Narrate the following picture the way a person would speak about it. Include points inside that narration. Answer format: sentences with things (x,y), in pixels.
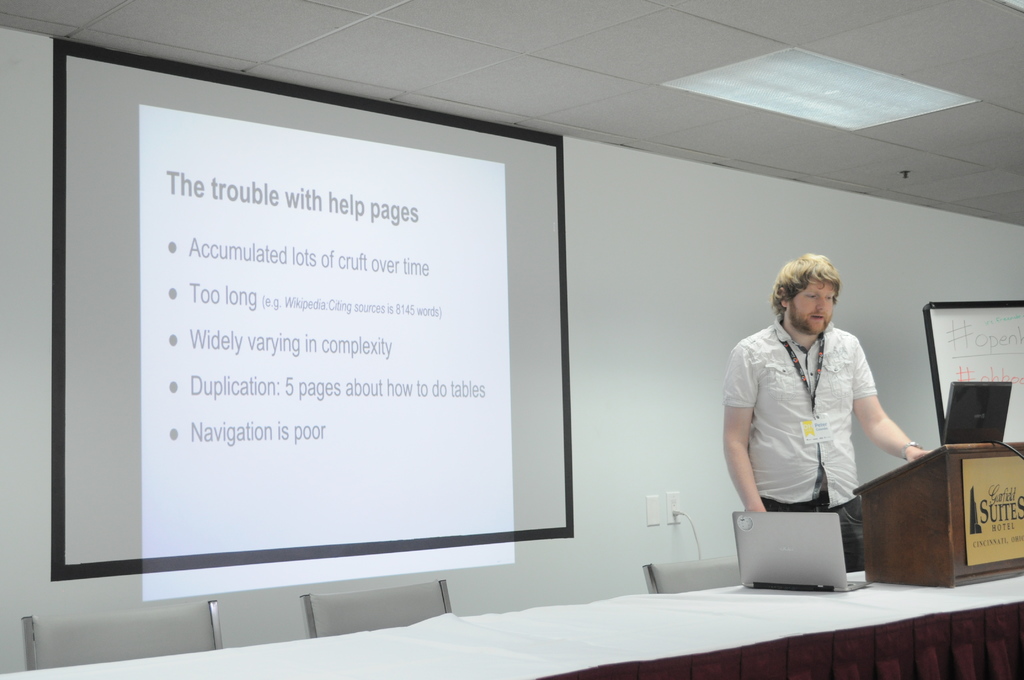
In this image we can see a man (821,395) is standing, he is wearing the white shirt (838,498), he is wearing the id card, in front (781,548) here is the table (917,588) and laptop (800,542) on it, here is the projector (526,316), and something written on it, here are the chairs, at above here is the light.
